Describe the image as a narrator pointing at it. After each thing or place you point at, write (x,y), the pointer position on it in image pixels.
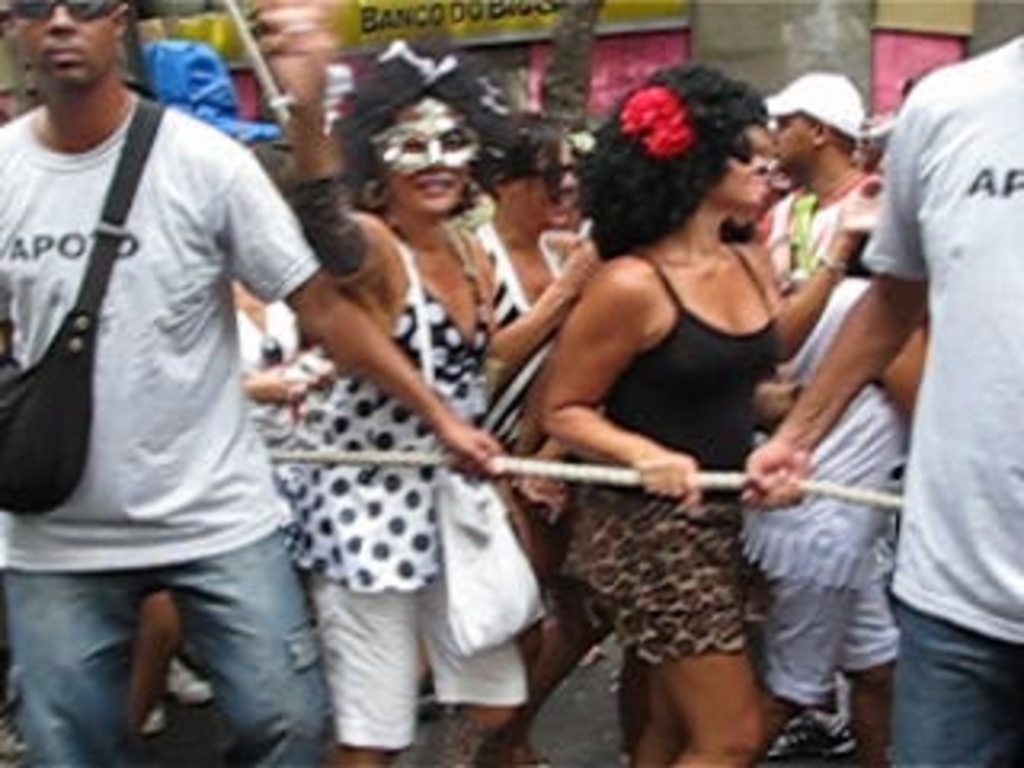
In this picture we can see some people (405,324) standing here, a man (134,333) on the left side (46,399) is carrying a bag (57,412), there is a rope (602,477) here, this woman (487,339) wore a mask (444,134).
